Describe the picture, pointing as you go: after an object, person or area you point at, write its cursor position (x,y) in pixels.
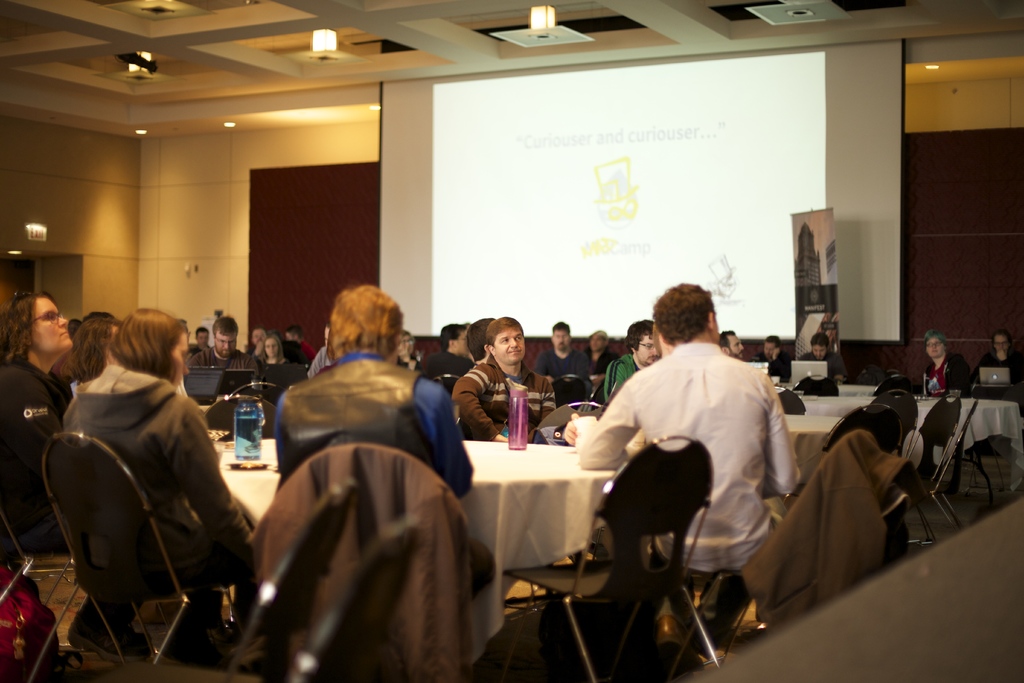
This is a picture of a meeting room (843,385) where we see people (504,367) seated on the chairs (336,455) and we see a projector screen (662,81).
